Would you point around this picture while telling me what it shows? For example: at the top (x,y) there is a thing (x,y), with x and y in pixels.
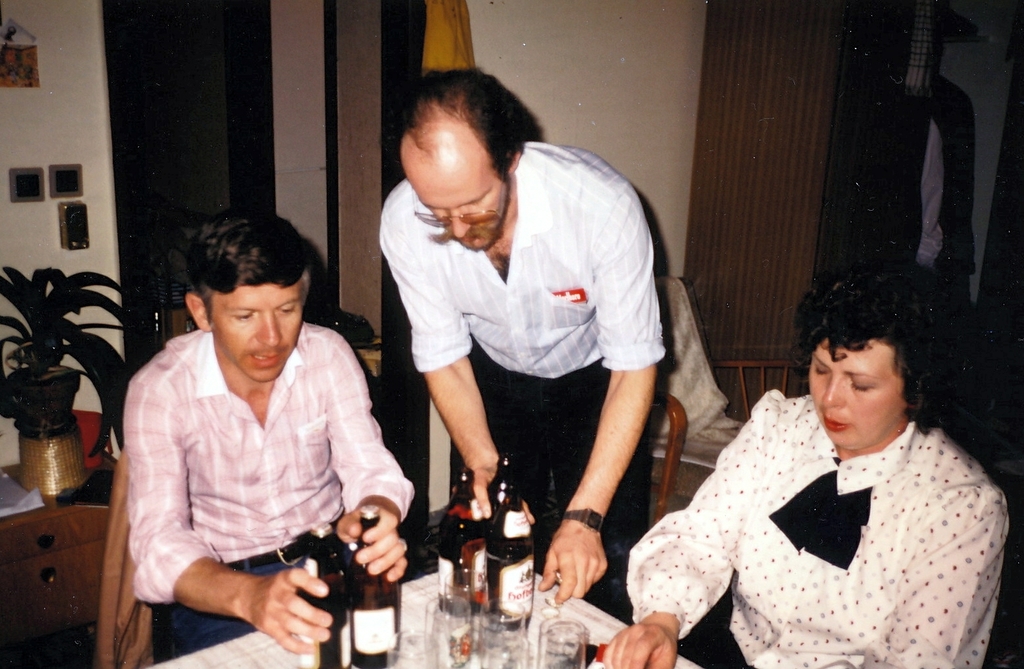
In this image i can see three persons (536,507) who are having their drinks (327,534).
